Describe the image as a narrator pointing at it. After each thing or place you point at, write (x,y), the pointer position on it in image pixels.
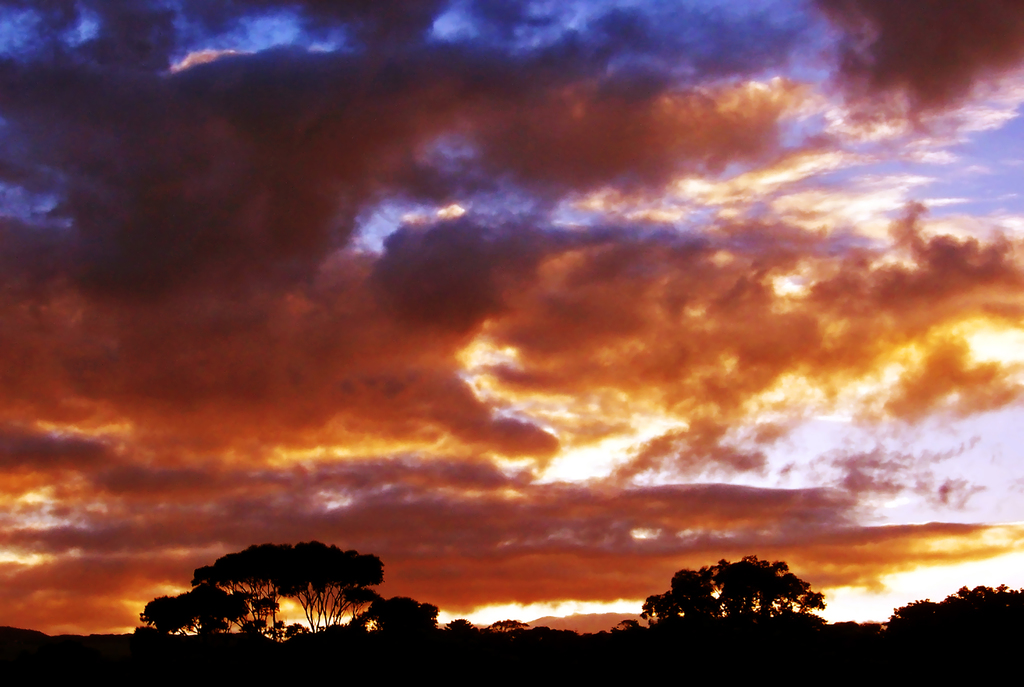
In this image I can see few trees (972,643) and the sky (700,39) which is blue, black, orange and yellow in color.
